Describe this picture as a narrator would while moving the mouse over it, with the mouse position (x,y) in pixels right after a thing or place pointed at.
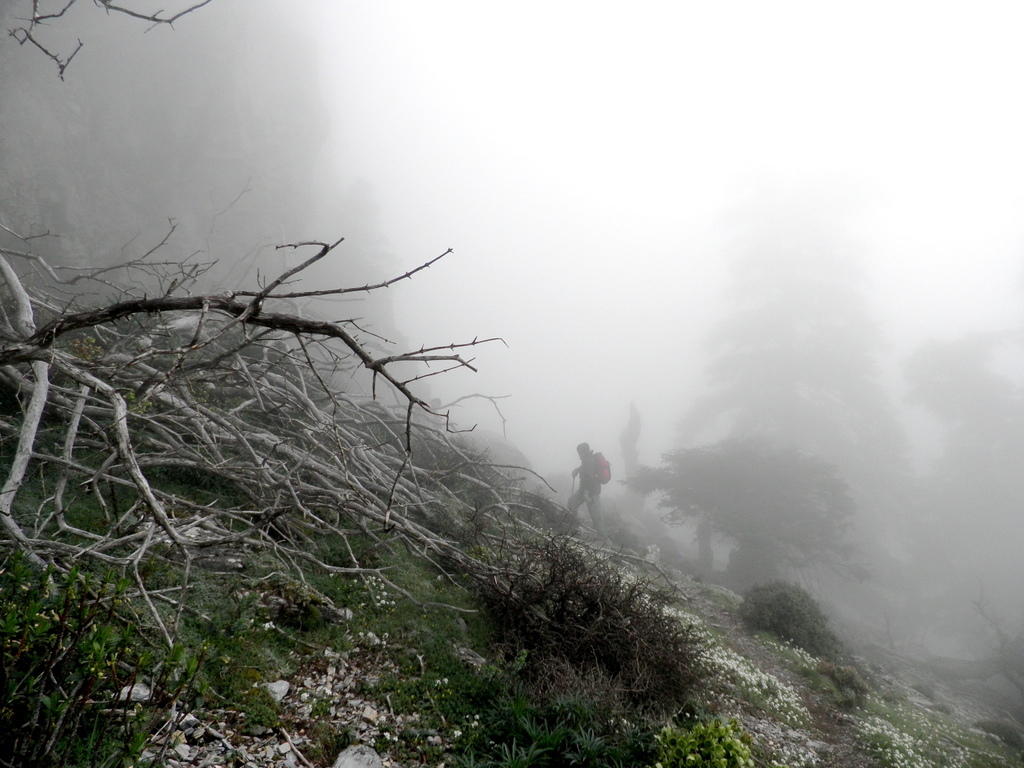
In this image there is a person (591,503) climbing the hill (508,477). The person (596,487) is wearing a bag (603,476). There are plants (689,633) dried stems (318,436) and stones (273,749) on the hill (780,685). At the top (644,159) there is the sky (612,103). In the background (817,474) there are trees (815,407). There is smoke (605,229) in the image.
